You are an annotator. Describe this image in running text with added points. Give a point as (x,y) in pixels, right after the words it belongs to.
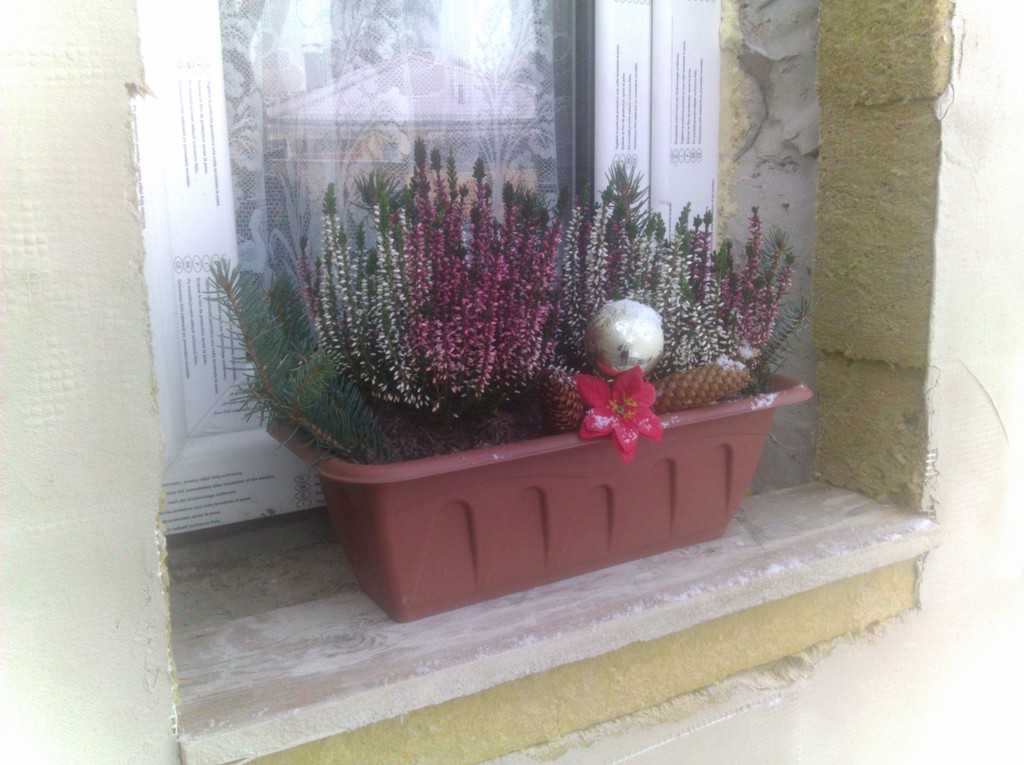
In this image I can see few plants (534,375) and a red color flower (632,434) in brown color pot (603,484).
